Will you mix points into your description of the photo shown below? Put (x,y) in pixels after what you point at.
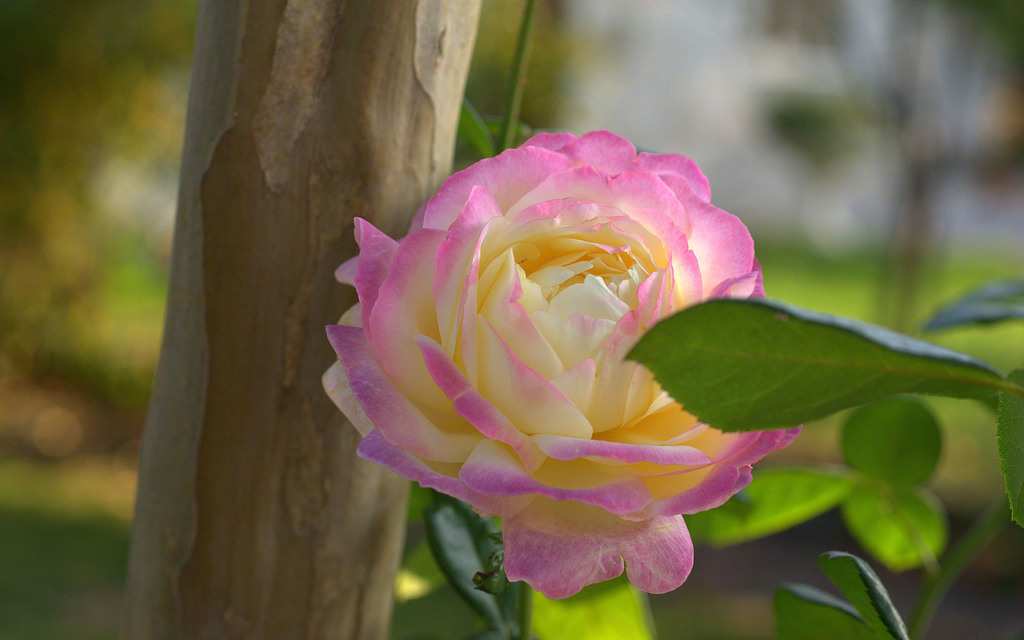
In this image we can see a flower (577,492) and leaves (774,384). Beside the flower (452,404) we can see a wooden object (304,361). The background of the image (25,157) is blurred.
